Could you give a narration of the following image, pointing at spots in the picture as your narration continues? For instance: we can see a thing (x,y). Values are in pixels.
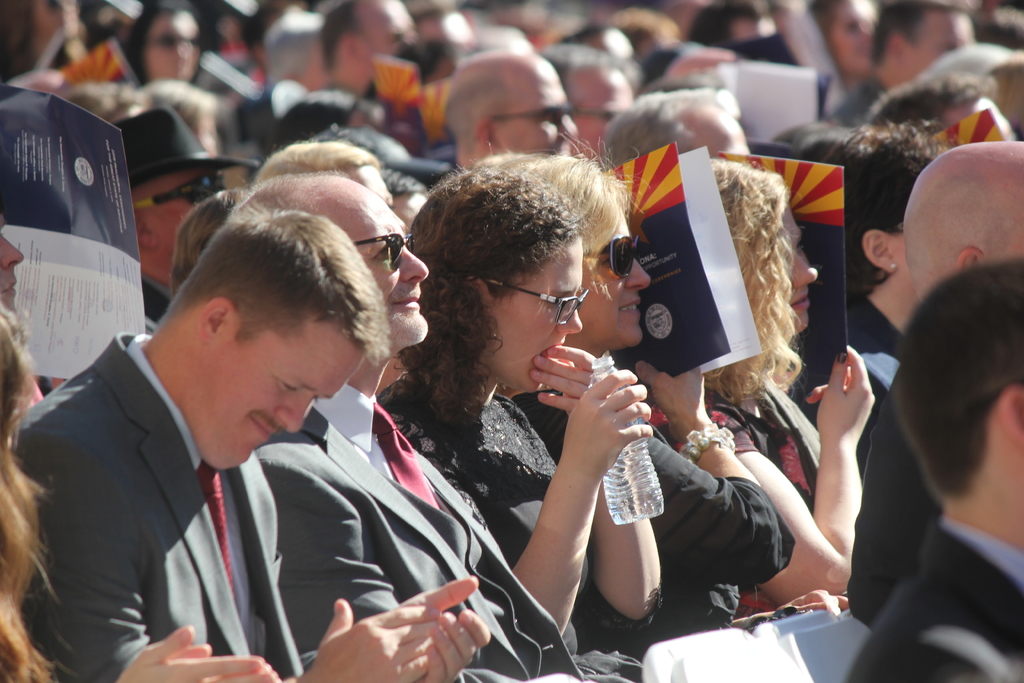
In this image there are many people (865,375) sitting on the chairs (712,650). They are holding brochures (708,254) in the hand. In the center (595,439) there is a woman (620,442) holding a water bottle (655,486) in her hand (578,439).
